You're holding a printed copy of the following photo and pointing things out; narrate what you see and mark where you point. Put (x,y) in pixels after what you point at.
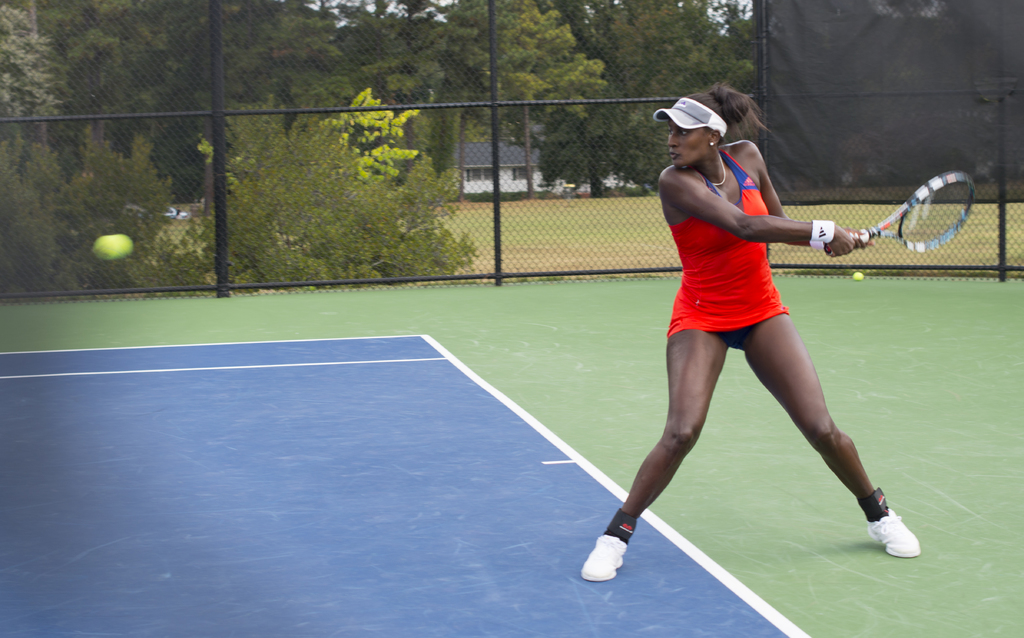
In the middle of the image (674,337) a woman (764,268) holding a tennis racket (934,195). In the left side of the image (109,244) there is a ball (121,237). In the middle of the image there is a building (533,164). Top left side of the image (188,15) there is a fencing (285,120), Through the fencing (231,39) we can see some trees (251,41). Top right side of the image (1007,95) there is a banner (957,152).
